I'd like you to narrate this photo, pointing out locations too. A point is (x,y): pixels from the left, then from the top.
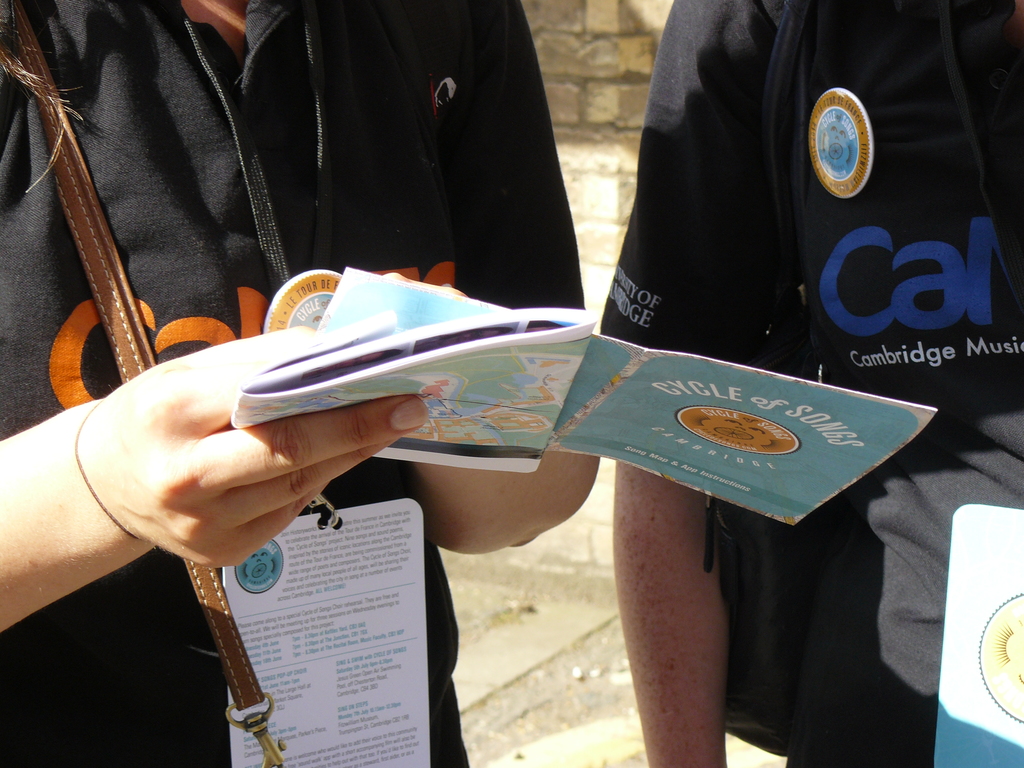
In this picture we can see two people (248,208), one person (248,208) is wearing an id card (264,204), holding papers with his hands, here we can see a bag strap (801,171), card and in the background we can see the ground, wall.
